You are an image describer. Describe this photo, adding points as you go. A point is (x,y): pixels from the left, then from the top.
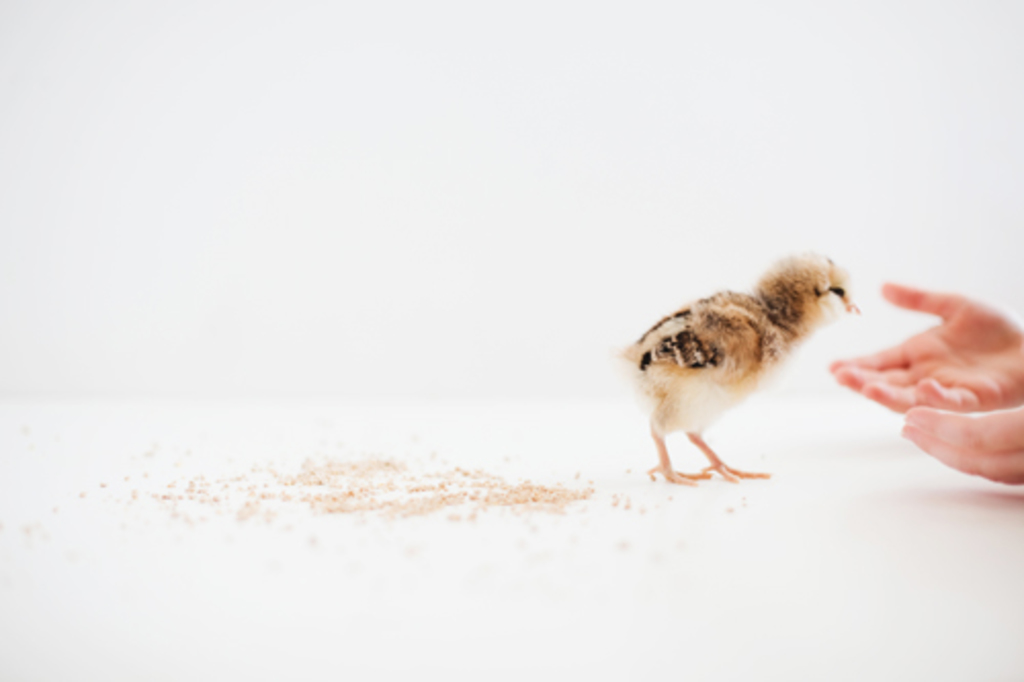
In this image there is a chick (689,356) in middle of this image (663,394) and there is a white color floor (559,471) in the bottom of this image (492,508) and there is a white color background (485,193) on the top of this image (530,158).
